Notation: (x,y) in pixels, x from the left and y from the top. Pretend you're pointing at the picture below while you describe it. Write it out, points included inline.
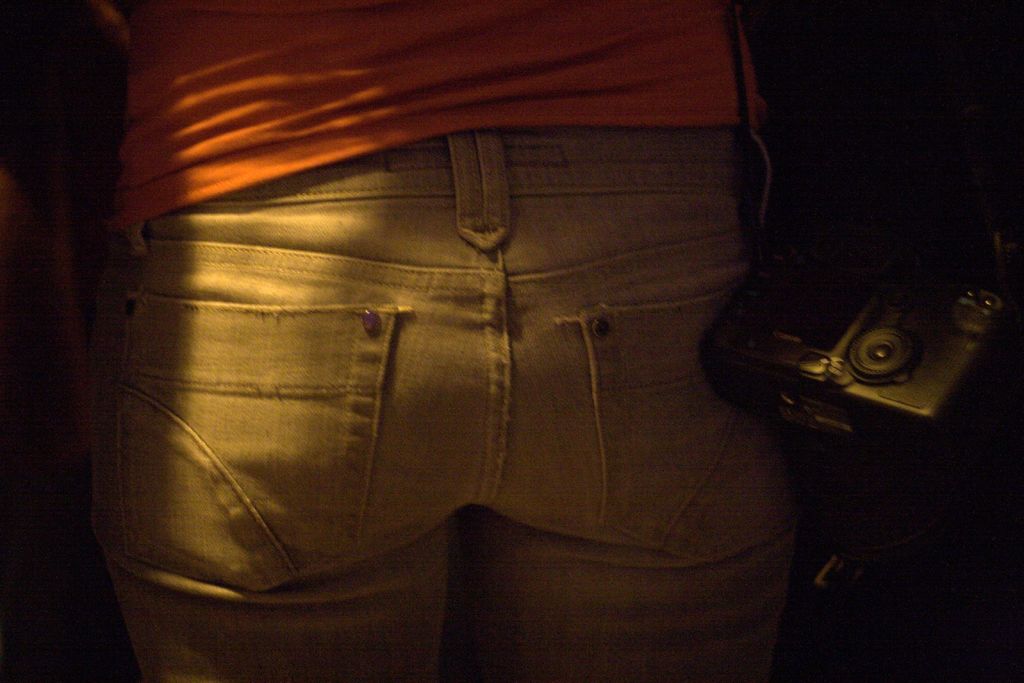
In the image there is a person (270,46) standing. The person (381,51) is wearing an orange t-shirt (131,208) and a pant (429,221). And also there is a camera (917,401) to the right of the image (887,348).
